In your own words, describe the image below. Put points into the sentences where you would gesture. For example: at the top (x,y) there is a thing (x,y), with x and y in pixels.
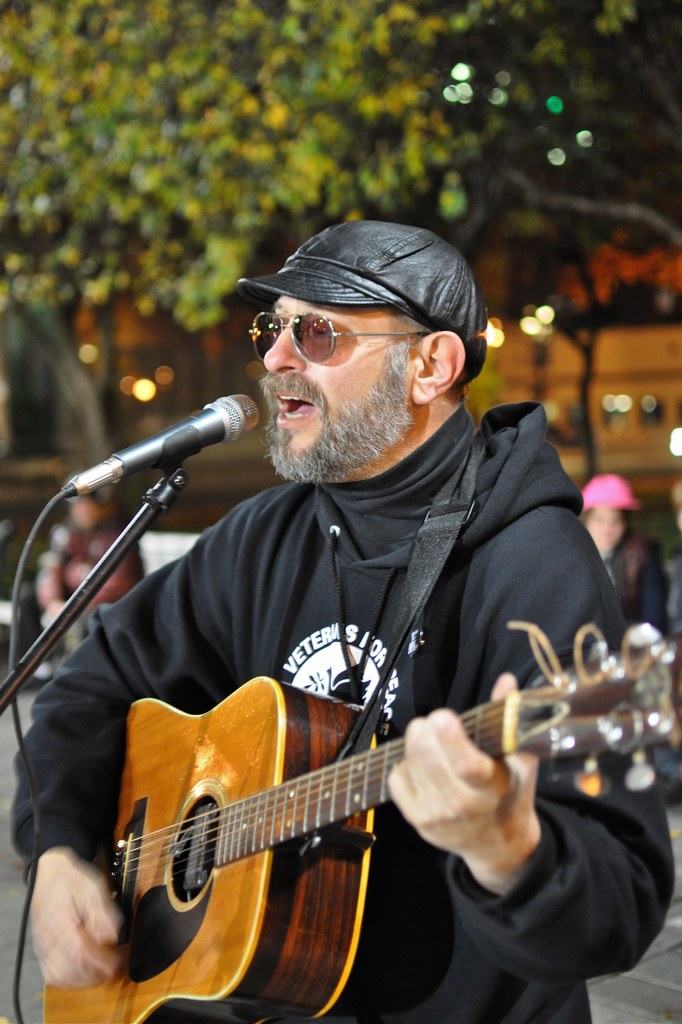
Here we can see a person (32,920) playing a guitar (86,1006) and singing a song with a microphone (247,419) present in front of him, he is wearing a cap (476,294) and behind him we can see people (603,504) present and trees (418,155) present.
